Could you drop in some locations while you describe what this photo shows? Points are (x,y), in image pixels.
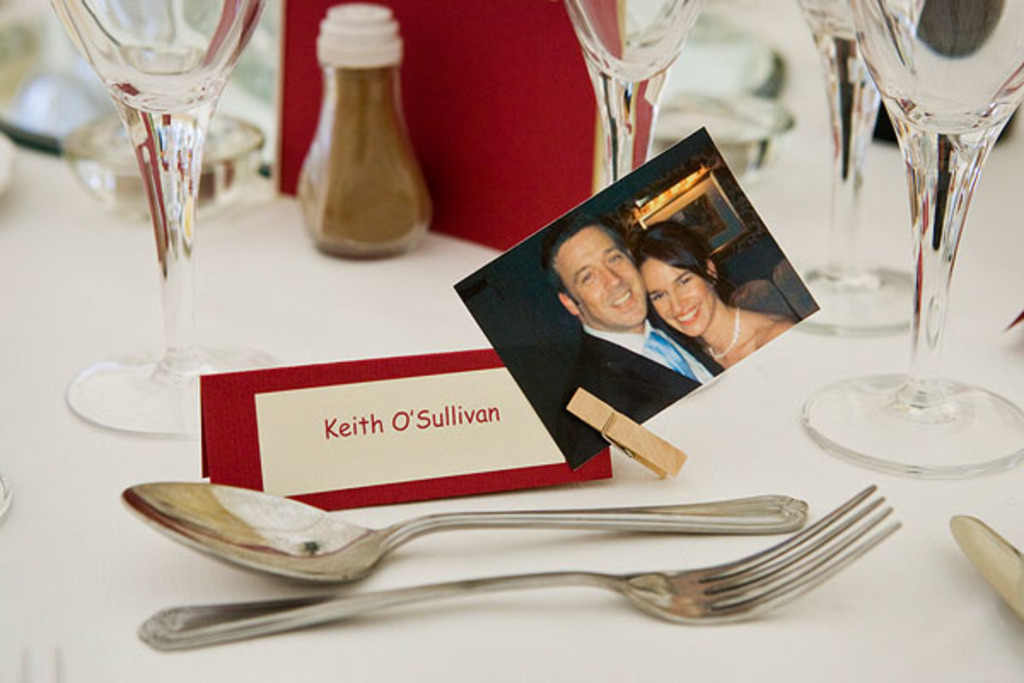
In this picture there is a table (29,270), the table (156,312) is covered with white cloth (46,382). On the table (54,313) there is a glass (167,186), name board (323,431), spoon (337,518), fork (378,605) and a photo (646,261).
